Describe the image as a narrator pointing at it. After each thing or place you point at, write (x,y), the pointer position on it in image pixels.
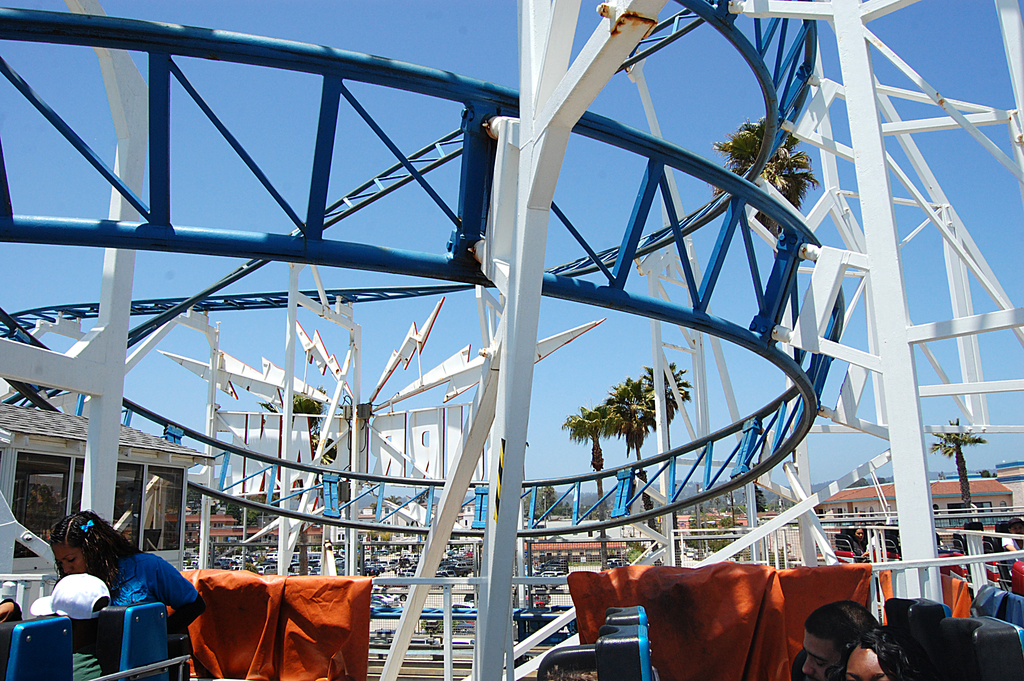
In this picture, we can see a few people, a roller coaster (484,424), metallic objects (365,453), and we can see the ground (463,602), trees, buildings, and the sky (931,16).
